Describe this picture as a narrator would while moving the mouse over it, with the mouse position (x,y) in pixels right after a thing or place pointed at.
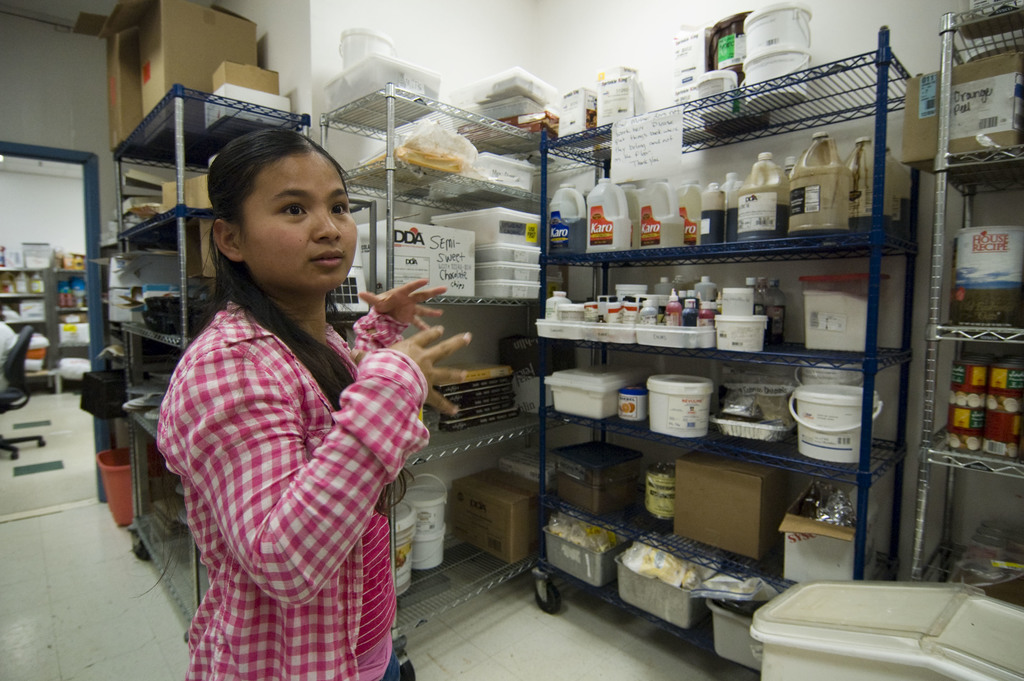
In this image, we can see a lady (281,441) standing and in the background (840,189), there are bottles (596,245), containers (597,550), buckets (426,533) which are placed in the racks (531,425). At the bottom (64,582), there is floor (140,637) and on the left (31,327), we can see a chair (10,379).
